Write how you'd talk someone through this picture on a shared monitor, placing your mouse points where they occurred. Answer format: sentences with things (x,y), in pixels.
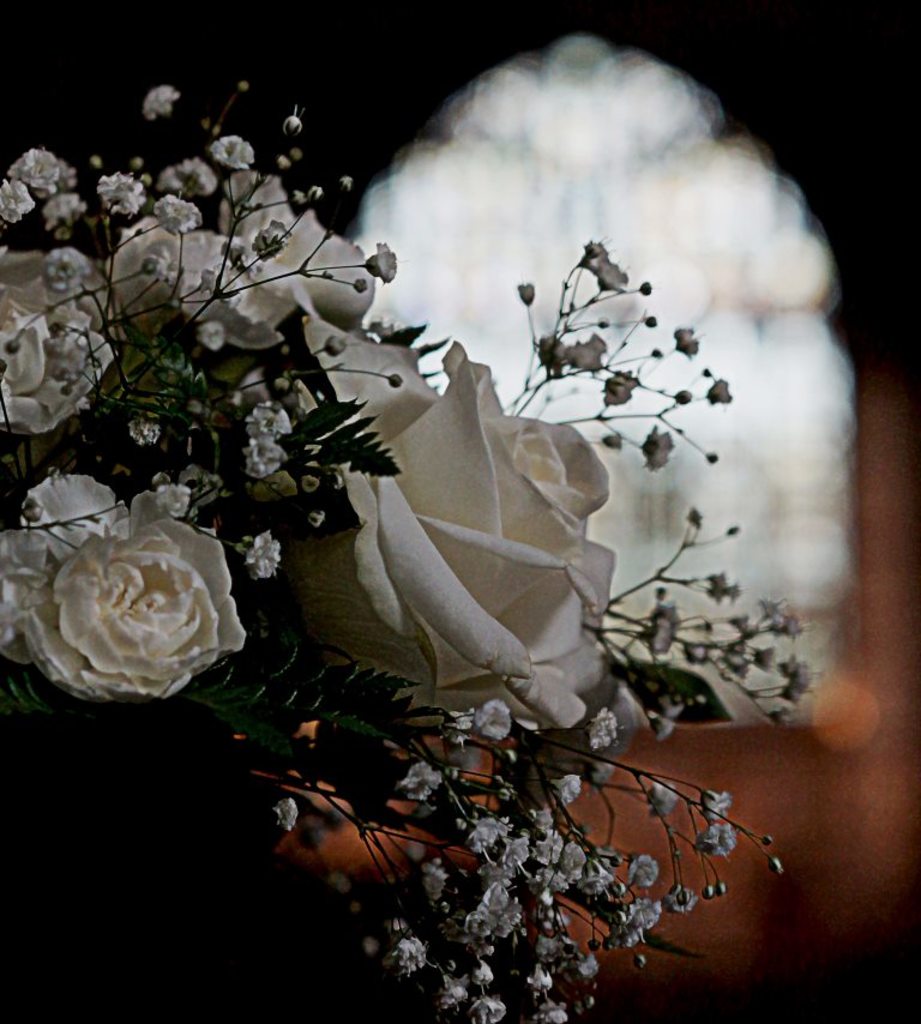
In this image I see flowers (470,534) which are of white in color and I see the green leaves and it is blurred in the background (630,314).
